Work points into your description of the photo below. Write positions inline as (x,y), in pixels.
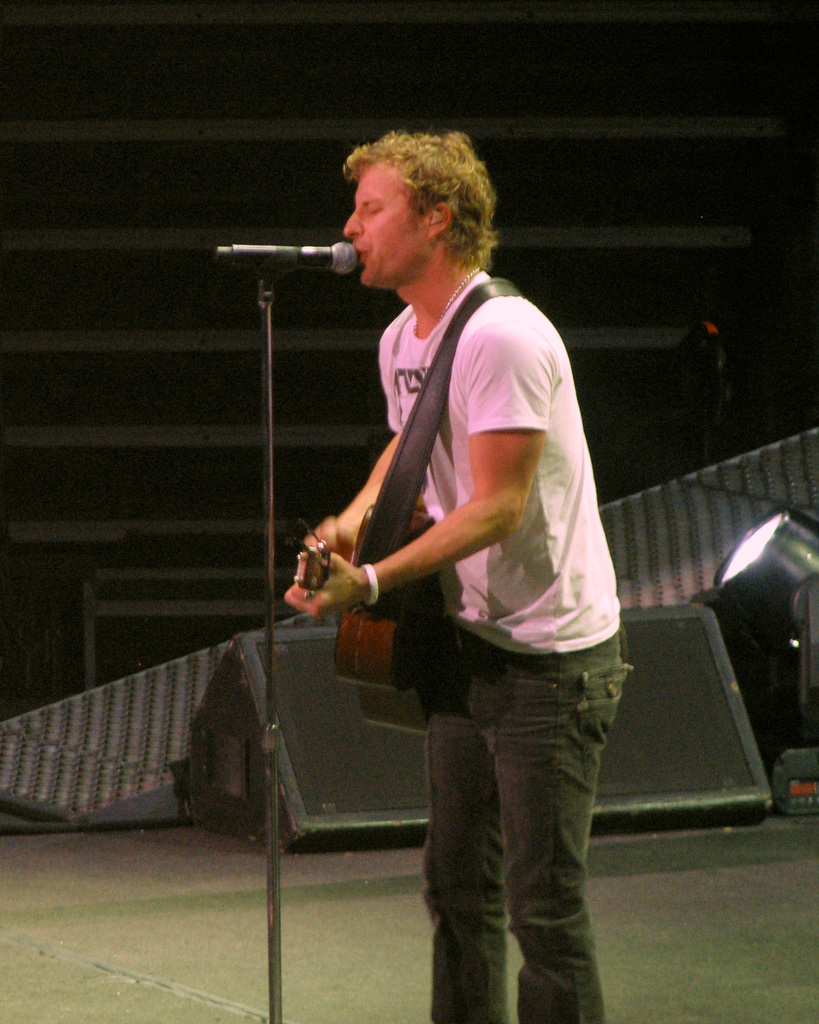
In this image we can see there is a person (401,345) standing and playing a guitar (439,681) and singing into a microphone (325,254). And at the back (328,677) there is a board (678,698) and light (747,551). And the object (263,114) looks like a wall (179,426).
